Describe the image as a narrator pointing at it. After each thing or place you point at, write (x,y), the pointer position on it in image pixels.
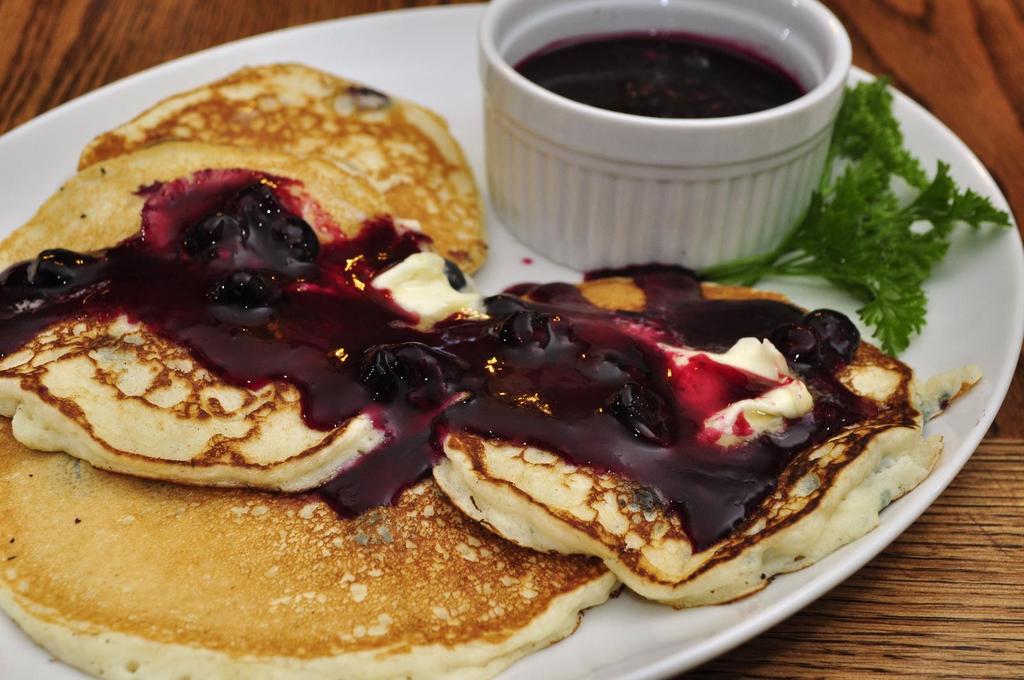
In this picture there is a plate (15,633) in the center of the image (441,374), which contains food items (180,223) in it and there is a bowl (569,143) in the plate (310,33).
